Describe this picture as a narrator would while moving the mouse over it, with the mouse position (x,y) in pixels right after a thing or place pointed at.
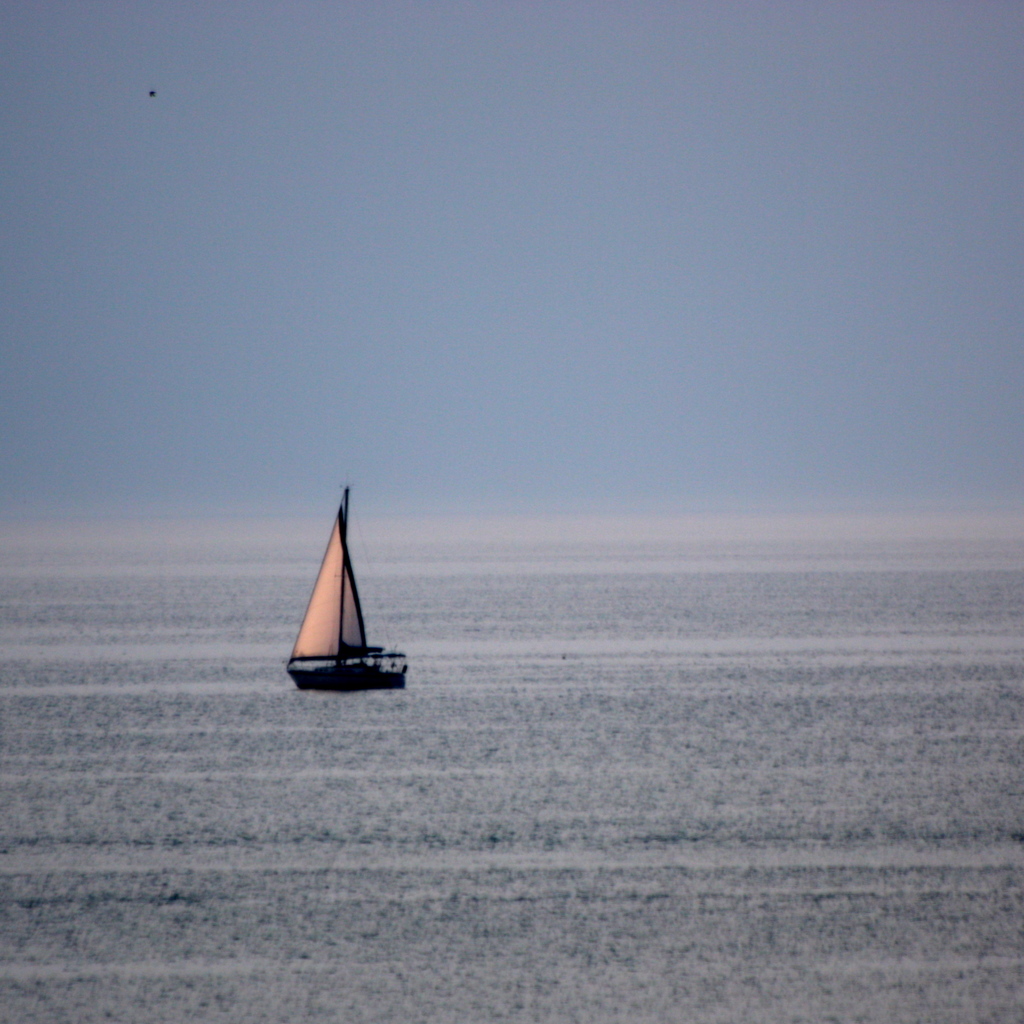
In this image in the middle (391,674) there is a ship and in the background (537,351) is the sky (515,185) and it looks like blue in color.
